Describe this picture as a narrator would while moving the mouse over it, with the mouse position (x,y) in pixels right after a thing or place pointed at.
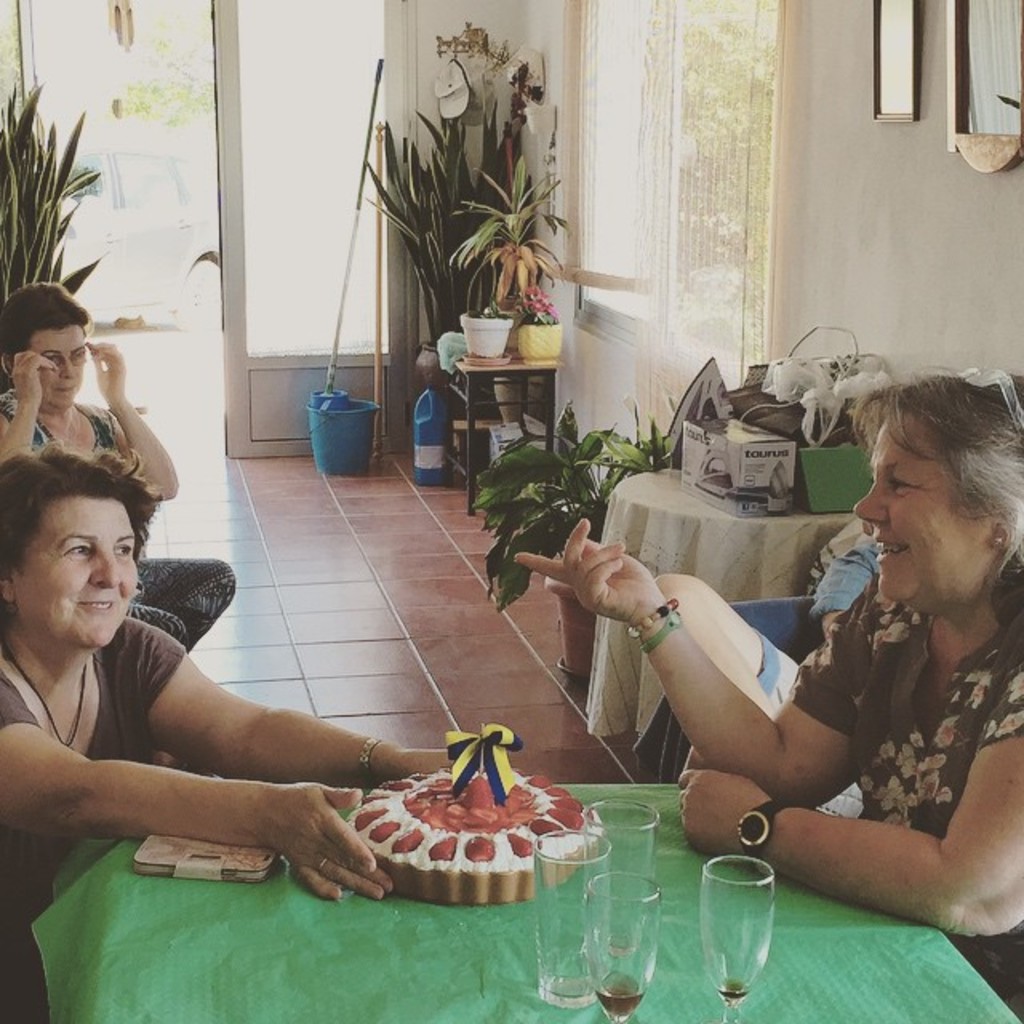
This two persons (95,720) are sitting on chairs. In-between of them there is a table (801,923), on this table (673,812) there are glasses (577,856), cake (535,839) and mobile (258,860). Background (561,492) there are plants (455,188), on this table (734,561) there is a box (746,461), things (723,386) and plants (493,334). On floor (341,544) there is a bucket (360,435) and bottle (434,429). A pictures (882,65) on wall (847,178). From this door (202,203) we can able to see a vehicle (148,244).
